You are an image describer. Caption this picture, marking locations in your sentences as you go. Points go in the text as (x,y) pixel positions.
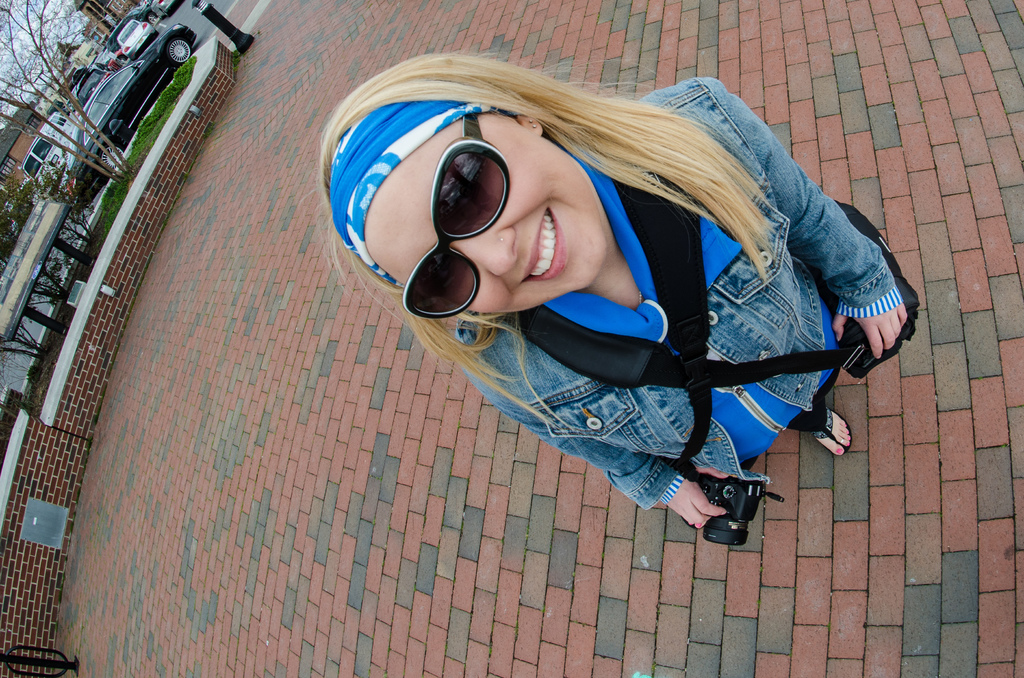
In this image we can see the woman (563,201) posing to the picture. And holding a bag (861,371) and a Camera (728,507). And left side we can see roads (197,12), building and trees (36,47), lights (229,27) are seen. And we can see clouds (22,51) in the sky (24,27).
